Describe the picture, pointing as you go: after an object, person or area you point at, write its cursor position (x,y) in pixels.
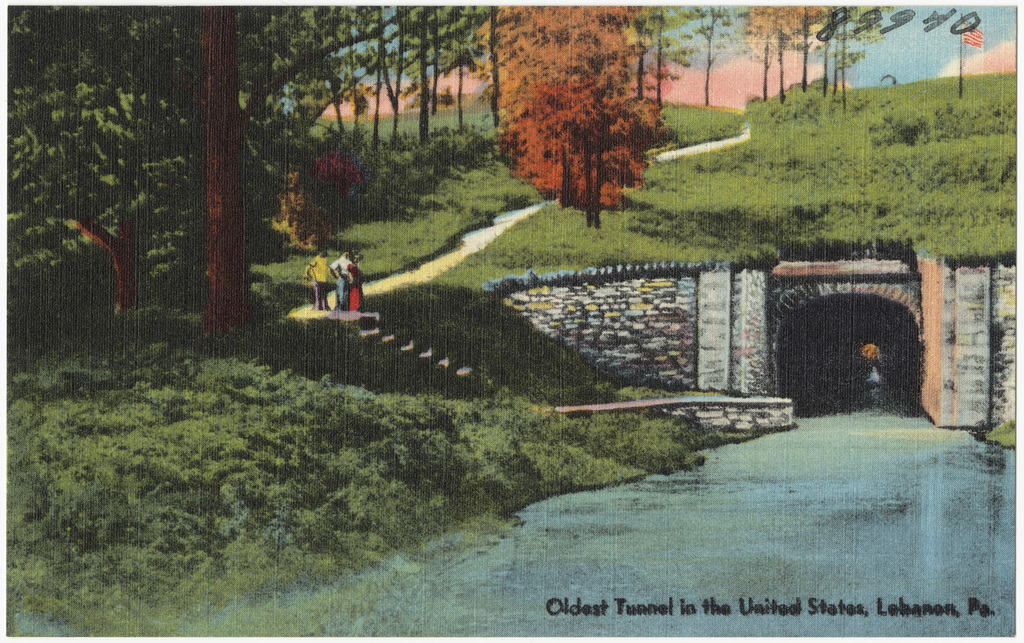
This image consists of a picture. In which there are few people (329,282) standing. In the middle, there is water (808,534). In the front (541,325), there is a tunnel (894,367) on which there is green grass (768,167). To the left (197,110), there are many trees (223,82).
